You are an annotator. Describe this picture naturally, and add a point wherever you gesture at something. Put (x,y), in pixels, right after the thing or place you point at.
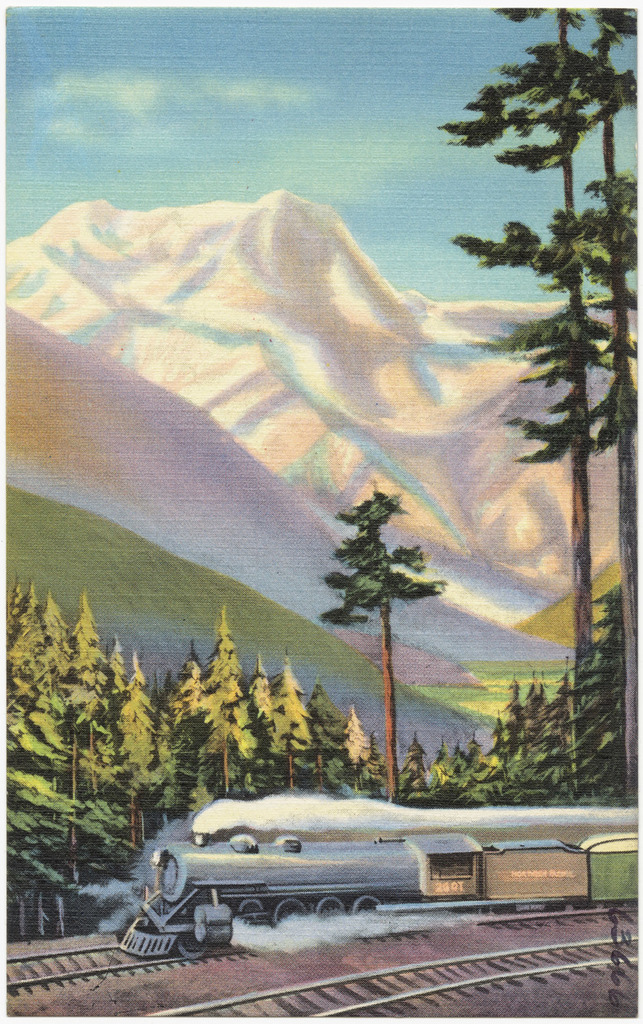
In this image I can see depiction of railway tracks (254,1012), train (202,875), trees (215,665), mountains (174,400) and the sky (271,133).
